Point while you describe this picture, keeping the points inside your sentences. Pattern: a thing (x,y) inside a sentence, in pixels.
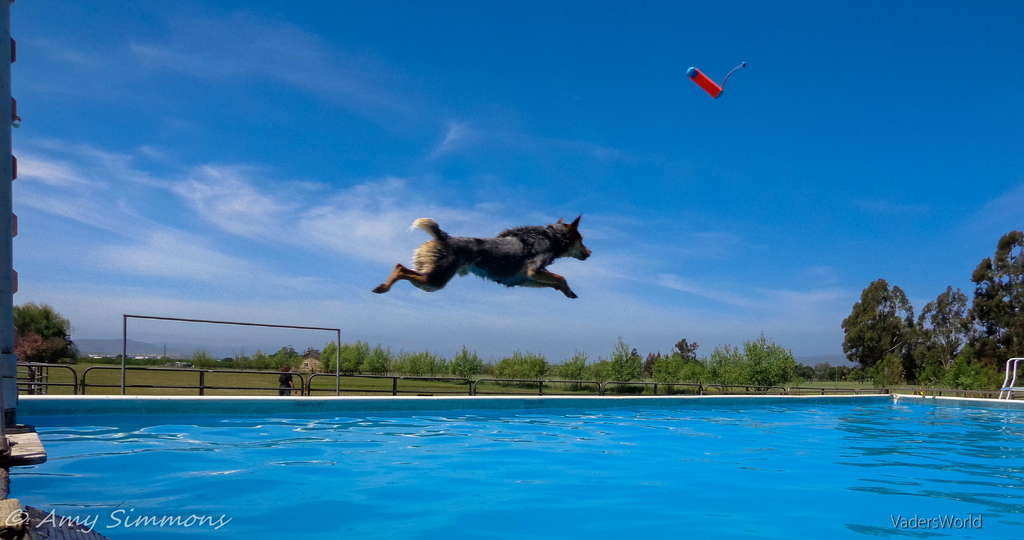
In this image there is a dog (446,270) jumping and there is a kind of bottle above the swimming pool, and in the background (960,370) there are plants (596,378), grass (106,377), iron rods (310,378), a person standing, trees (336,365), buildings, hills (92,351), sky (463,175) and there are watermarks (913,527) on the image.
